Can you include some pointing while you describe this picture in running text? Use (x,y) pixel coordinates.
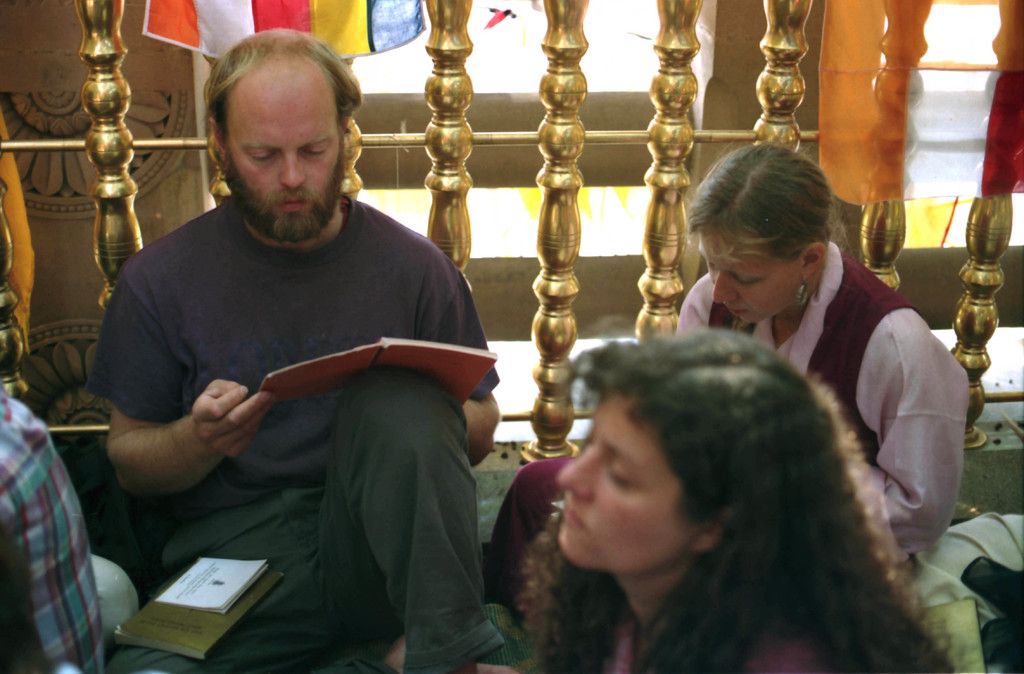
In this image, we can see people (544,476) sitting and one of them is holding a book (339,363) and we can see some other books (239,604). In the background (423,71), there are railings (757,92), pillars (659,20) and we can see some clothes (843,66) and some other objects (998,536).
